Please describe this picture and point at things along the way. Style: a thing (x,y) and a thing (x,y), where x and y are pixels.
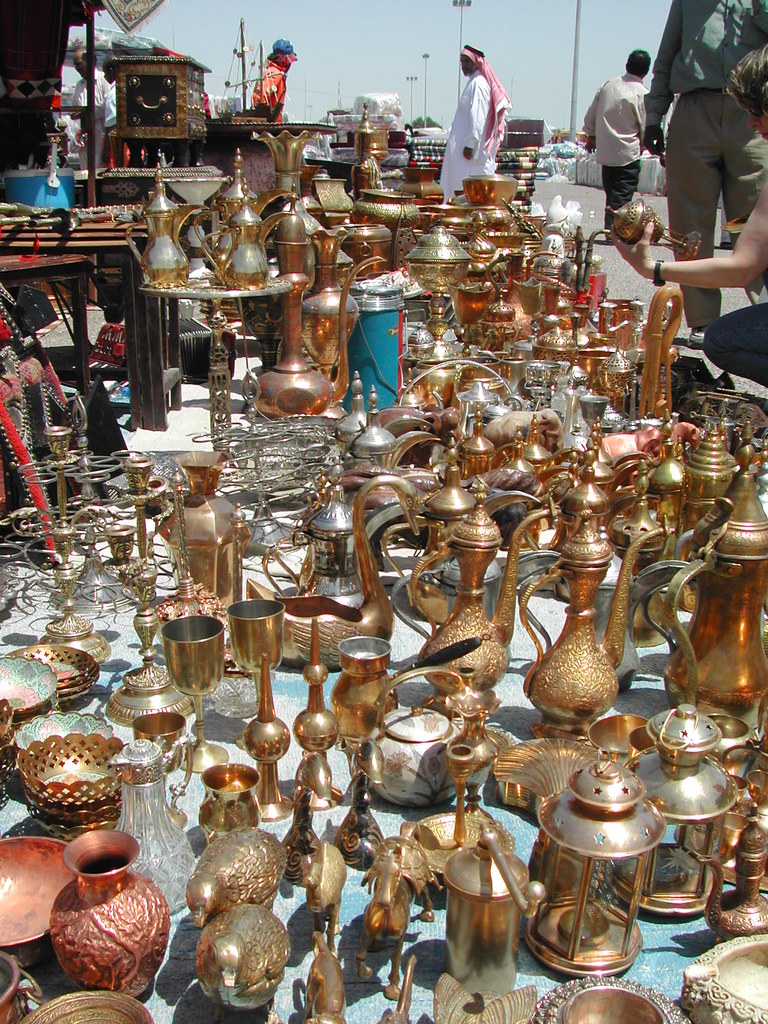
In this image there are different kind of bronze metal things (389,616) in the middle (380,676). At the top (610,101) there are few people (589,141) standing on the floor (575,193). At the bottom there are bronze glasses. On the left side (103,224) there is a table (124,267) on which there are so many metal bowls (211,180) and jars (236,238). On the right side (765,217) there is a person (765,217) who is looking at the jar (633,228). In the background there are poles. At the top (511,83) there is the sky (339,44).
